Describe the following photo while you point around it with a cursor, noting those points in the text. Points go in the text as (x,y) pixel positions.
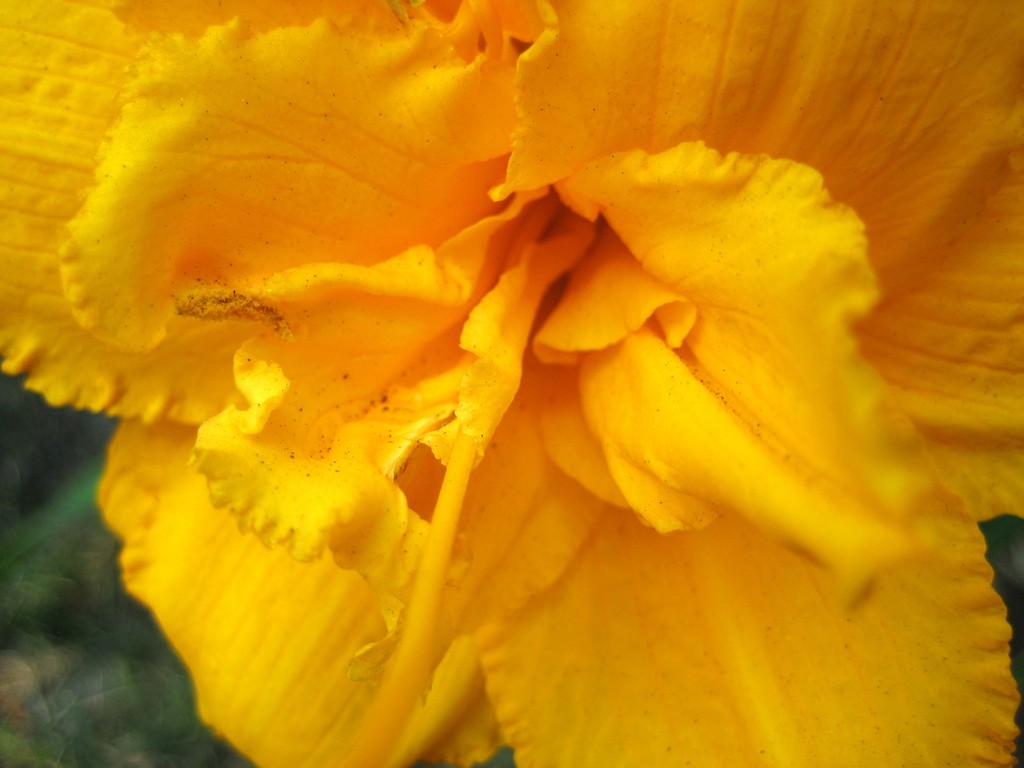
In this image I can see there is a yellow color flower (654,315).
